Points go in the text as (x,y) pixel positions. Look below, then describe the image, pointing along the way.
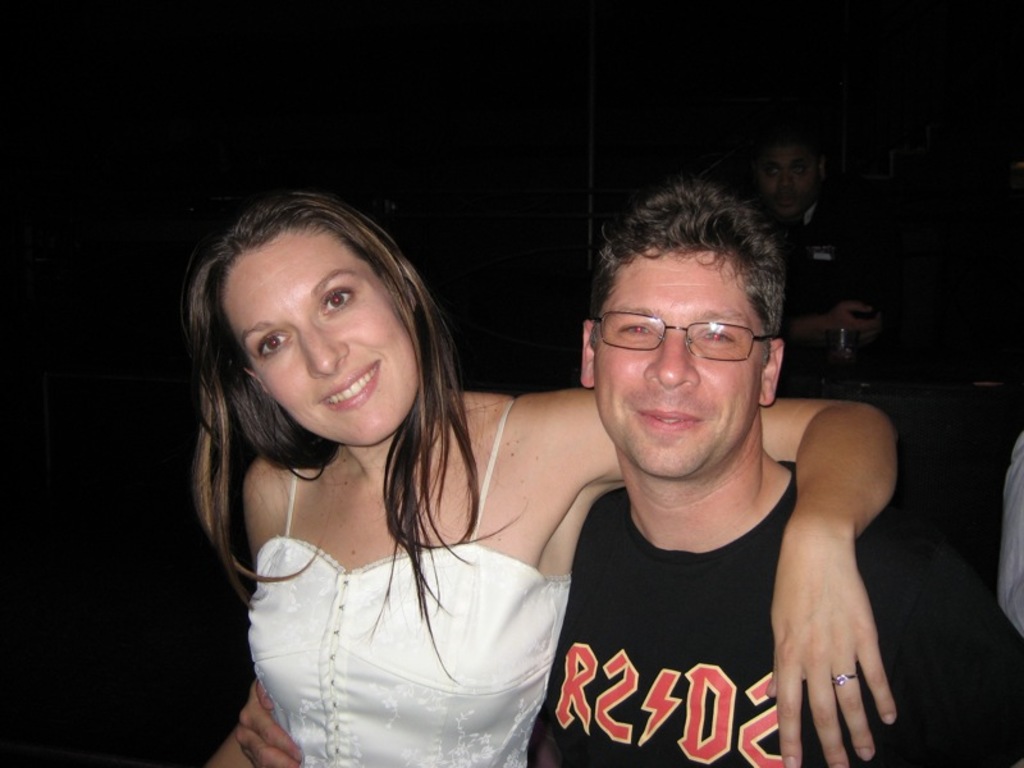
In the picture I can see a man (624,479) and a woman (358,548) are standing and smiling. The man (713,432) is wearing spectacles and a black color t-shirt (703,591) and the woman (346,561) is wearing a white color dress (405,663). The background of the image (915,355) is dark.
